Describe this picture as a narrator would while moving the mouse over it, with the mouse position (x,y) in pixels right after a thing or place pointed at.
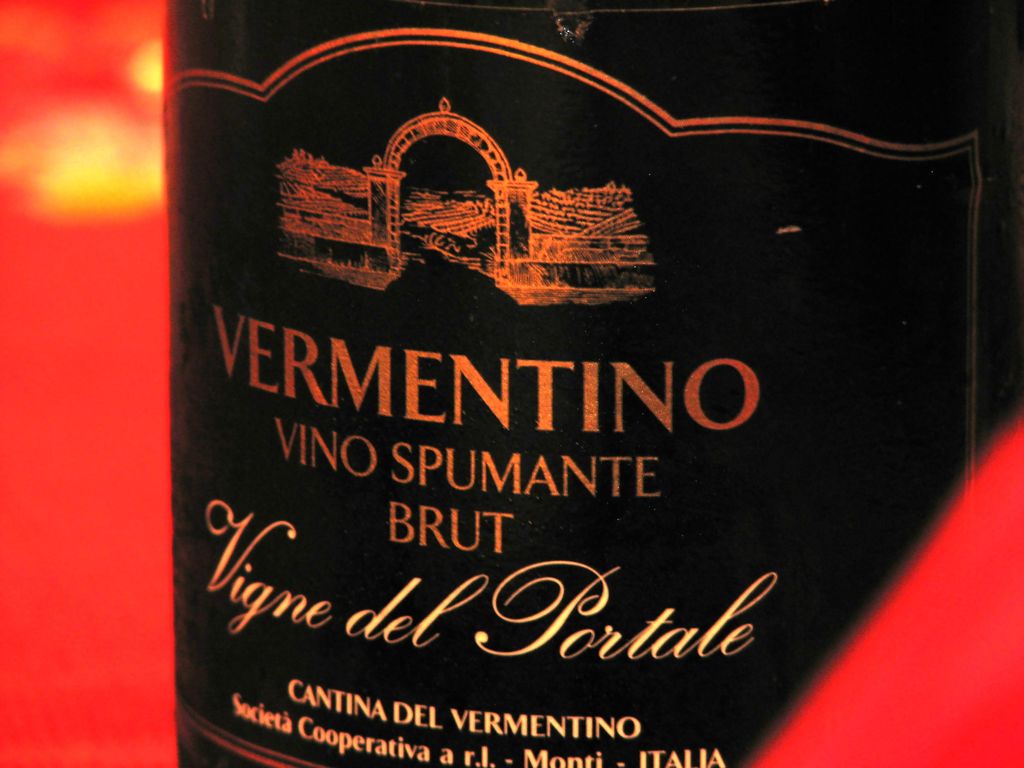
In this image in the foreground (470,349) there is bottle (386,390), and on the right side (900,591) and left side (114,583) there is a red color object (941,667).
